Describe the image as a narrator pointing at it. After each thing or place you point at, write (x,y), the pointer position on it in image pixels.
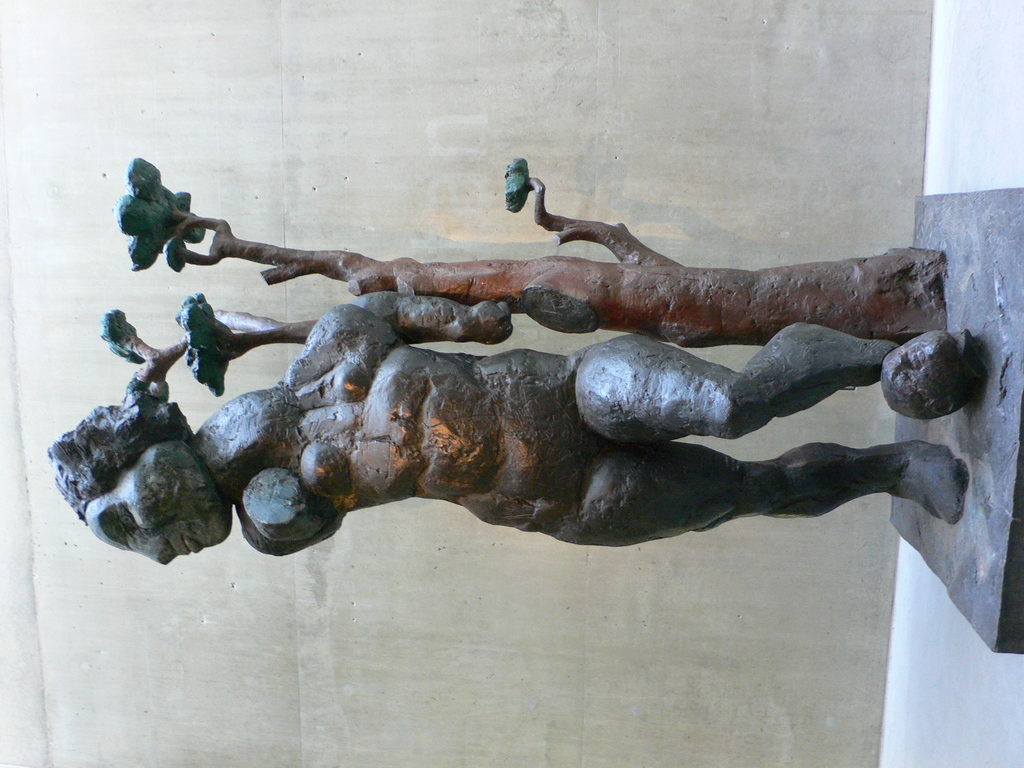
This image looks like the sculpture (431,469) of a person (228,444) and a tree (141,251) with the leaves (141,251), which is placed on the stone (931,229). This looks like a wall (2,388).
